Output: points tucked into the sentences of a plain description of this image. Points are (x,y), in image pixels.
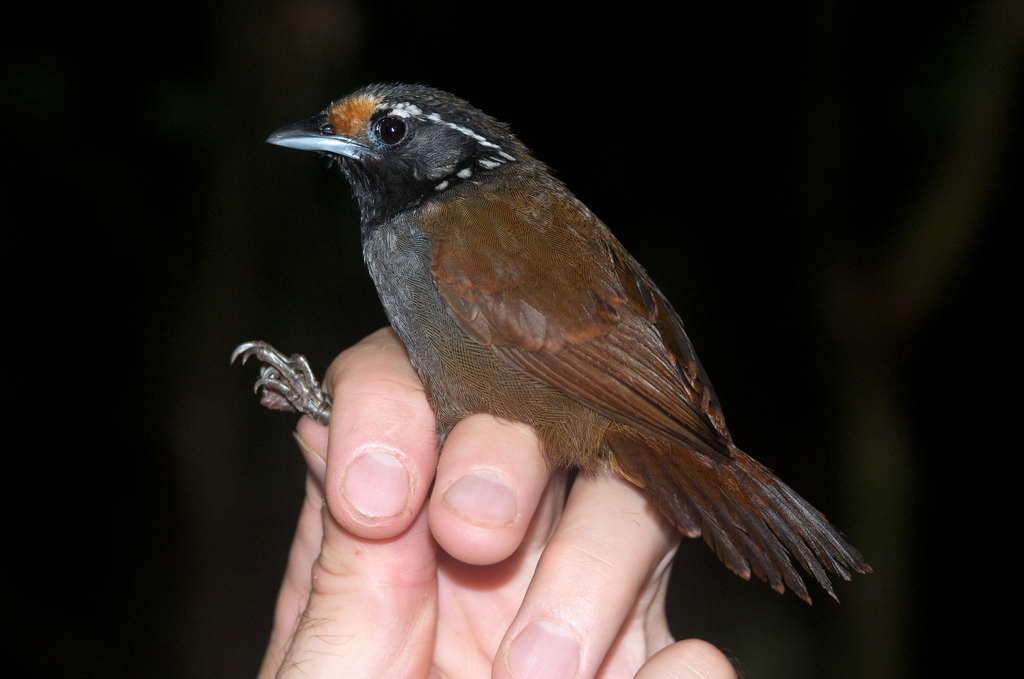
In the image we can see there is a person (515,526) holding bird (625,366) in his hand (554,491).
